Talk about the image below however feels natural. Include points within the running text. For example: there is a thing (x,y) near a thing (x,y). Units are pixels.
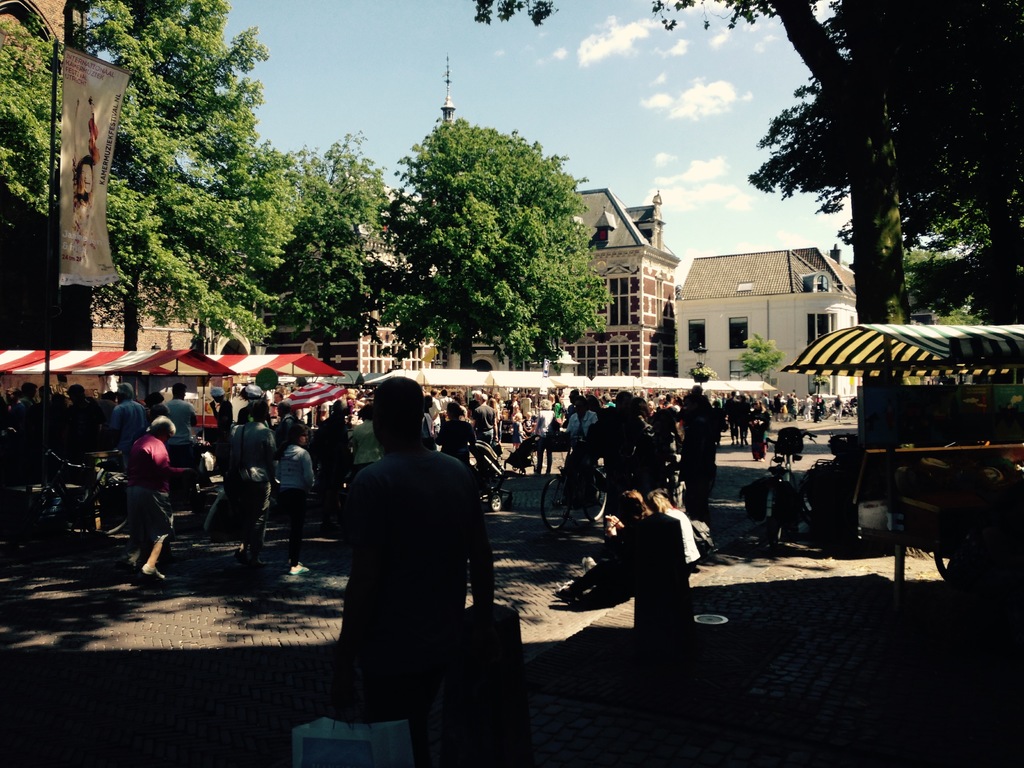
In this image there is a person (379,703) standing on the floor (281,629) and holding the bag (343,735). On the left side (177,448) there are so many people (175,427) under the tents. In the background (645,319) there are buildings (675,310) on either side of the image. There are trees (335,234) In between them. On the right side (900,356) there is a tent (937,358) under which there are few cycles (817,513) parked under it. In the middle (564,491) there is a person (590,481) cycling on the floor (563,552). At the top (332,23) there is the sky (347,24). On the left side (87,145) there is a banner (62,145) attached to the pole (53,79).
